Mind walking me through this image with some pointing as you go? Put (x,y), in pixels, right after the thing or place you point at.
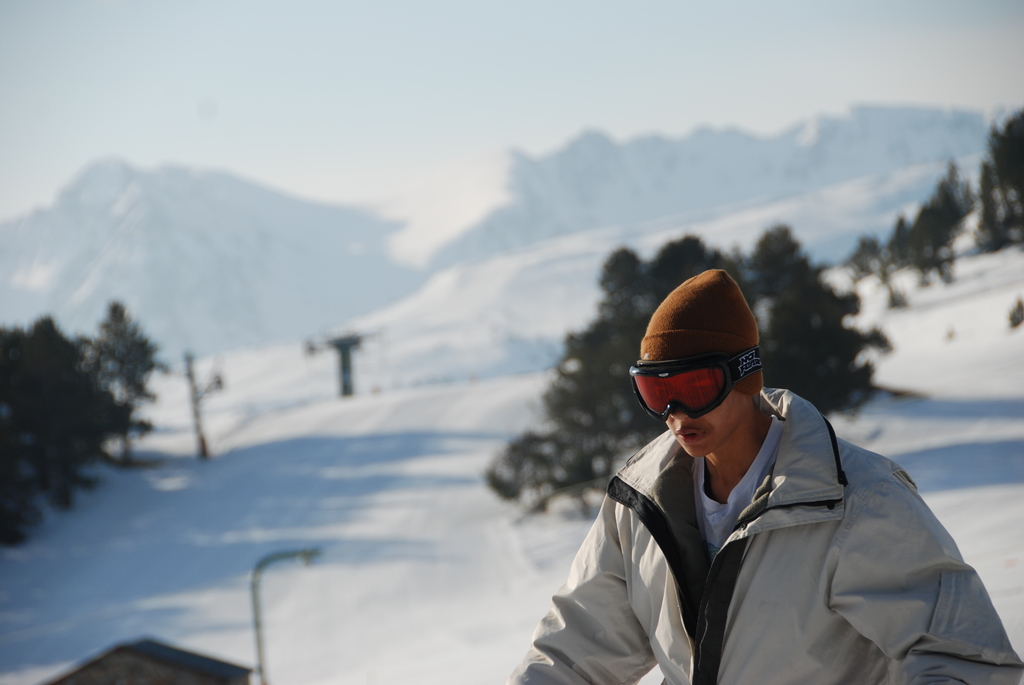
On the right side (761,465), there is a person (809,602) in a gray color jacket (840,540), wearing a brown color cap (673,295) and sunglasses (677,375). In the background (226,349), there are trees (950,201) on a snow surface (847,235), there are mountains (793,212) and there are clouds (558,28) in the sky (735,27).
